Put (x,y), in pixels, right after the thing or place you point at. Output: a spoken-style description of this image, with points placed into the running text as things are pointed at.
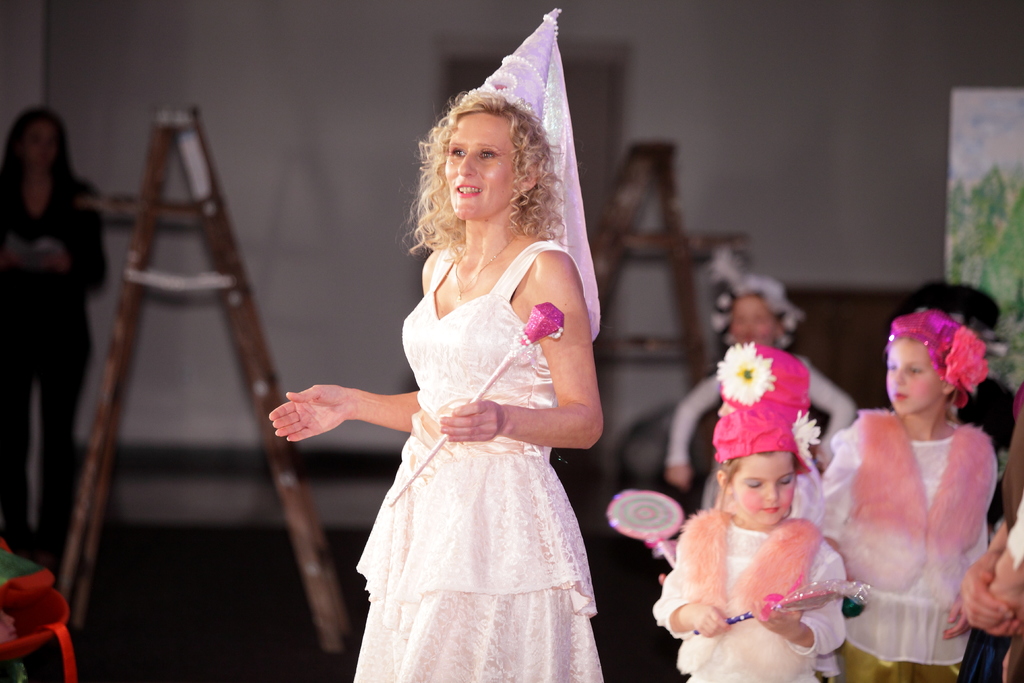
In the foreground of this image (574,402), there is a woman (520,500) standing wearing white dress (516,563) and holding a stick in her hand (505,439). In the background (835,401), there are kids (847,556) standing wearing white dresses (808,656) and pink caps (935,348), few ladders (677,247), a woman (52,301) standing and the wall (387,304).
